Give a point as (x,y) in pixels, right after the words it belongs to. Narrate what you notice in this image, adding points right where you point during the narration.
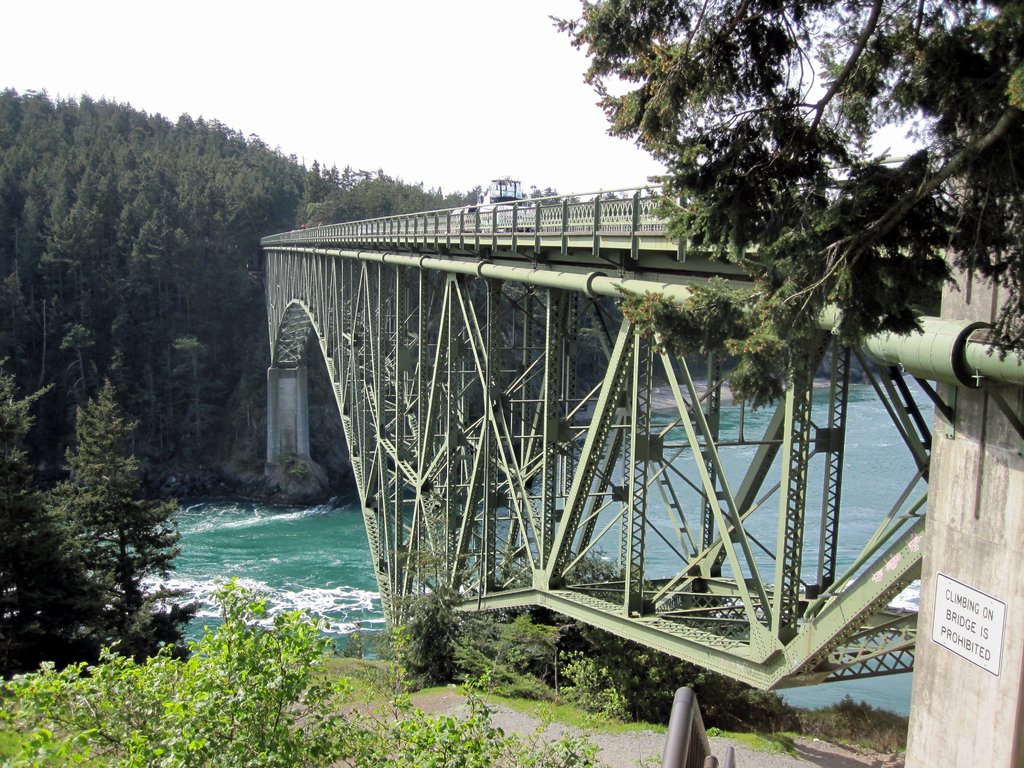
We can see bridge (880,342), poster (972,594) on a wall (926,683), plants (405,701), grass (331,659), water (268,543) and trees (700,676). In the background (428,77) we can see sky (390,66).
